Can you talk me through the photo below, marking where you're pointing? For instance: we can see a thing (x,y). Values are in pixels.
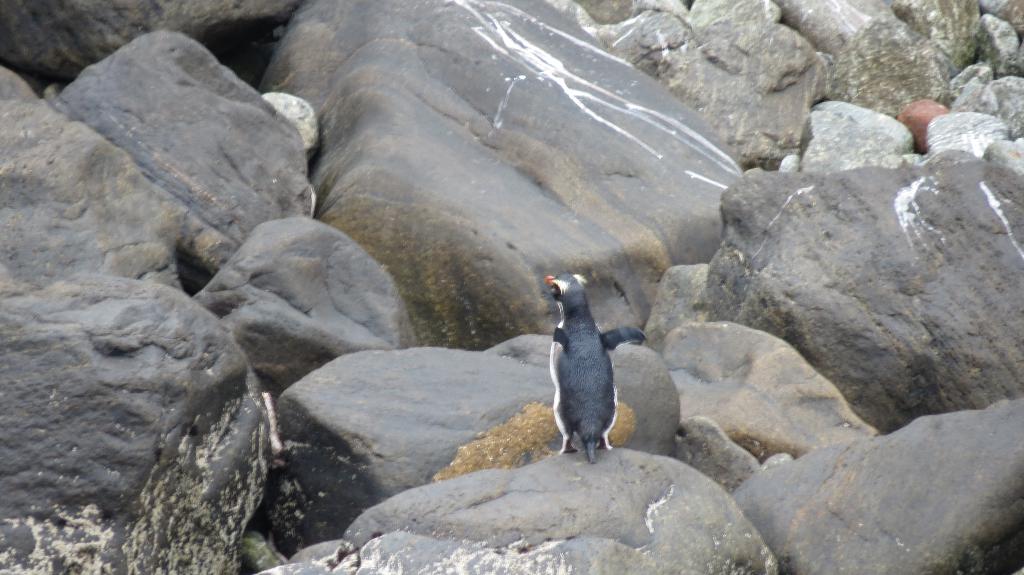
At the bottom of this image (609,396), there is an animal (595,337) on a rock (561,455). On the left side (232,388), there is a rock (8,386). On the right side (805,531), there is another rock (804,481). In the background (778,369), there are rocks (285,326).
